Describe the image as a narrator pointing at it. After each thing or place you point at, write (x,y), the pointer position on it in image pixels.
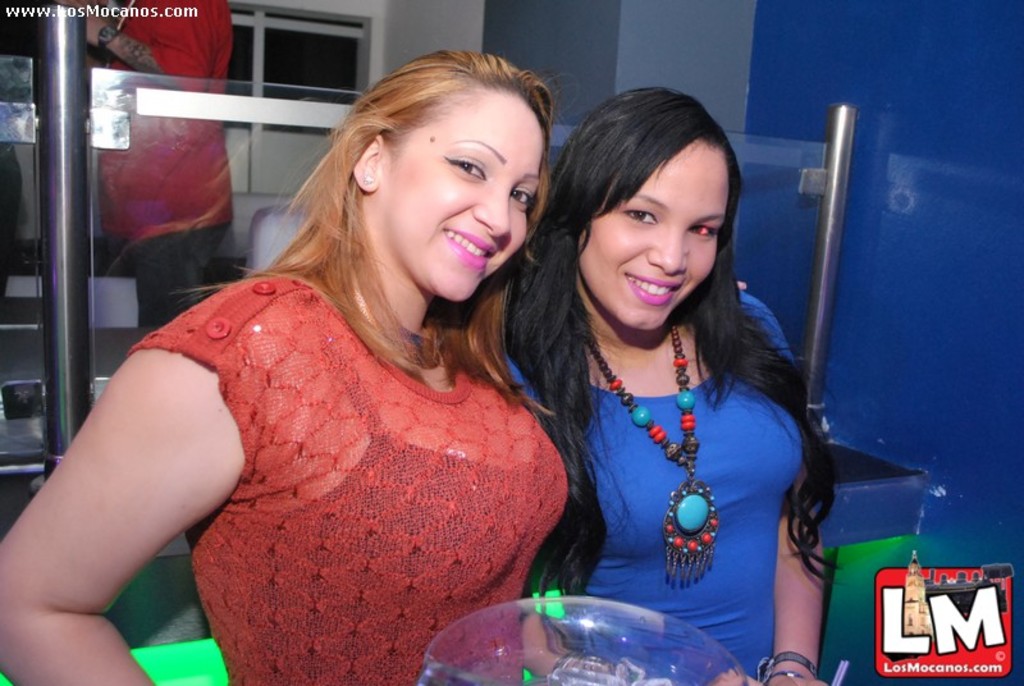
In this image I can see a woman (378,471) wearing orange color dress (417,493) and another woman (627,471) wearing blue colored dress (648,475) are standing and in the background (172,229) I can see a person (224,218) standing, the glass railing (152,151), blue colored wall (820,124) and the window (335,73).
